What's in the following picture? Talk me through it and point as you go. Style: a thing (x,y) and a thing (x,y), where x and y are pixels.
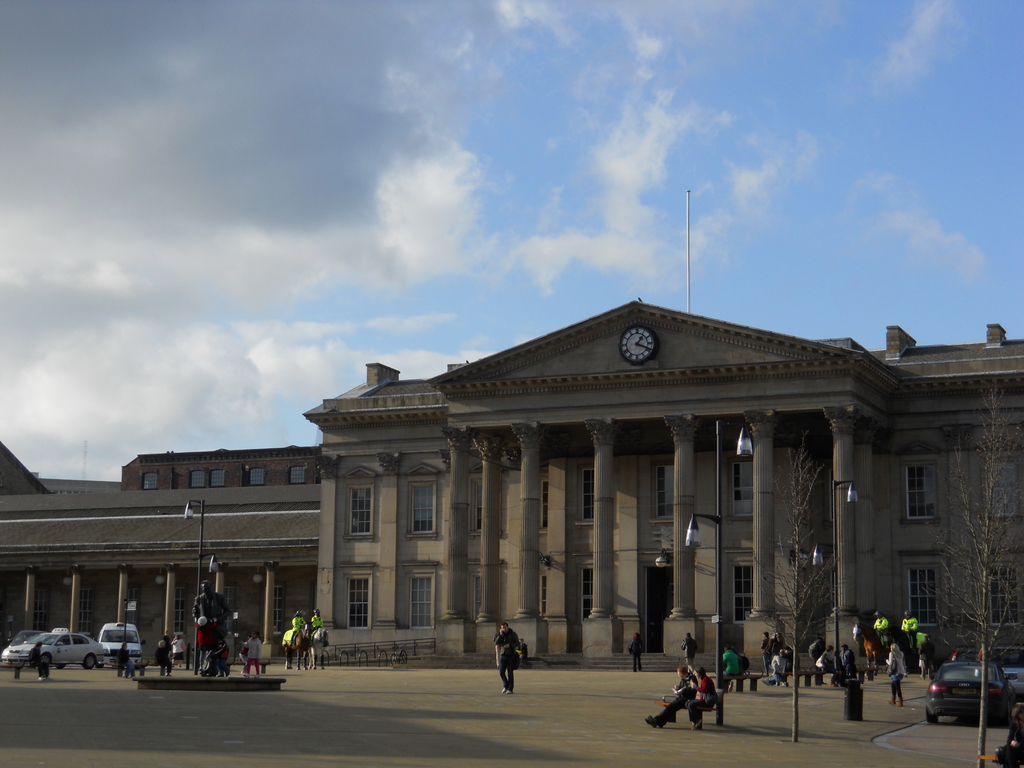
In the image in the center (525,431) we can see one building (921,386), wall (981,409), windows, wall clock (628,356), pillars (758,511), poles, vehicles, trees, few people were standing, few people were sitting and few people (904,641) were holding some objects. In the background (490,160) we can see sky (411,47) and clouds (141,75).
